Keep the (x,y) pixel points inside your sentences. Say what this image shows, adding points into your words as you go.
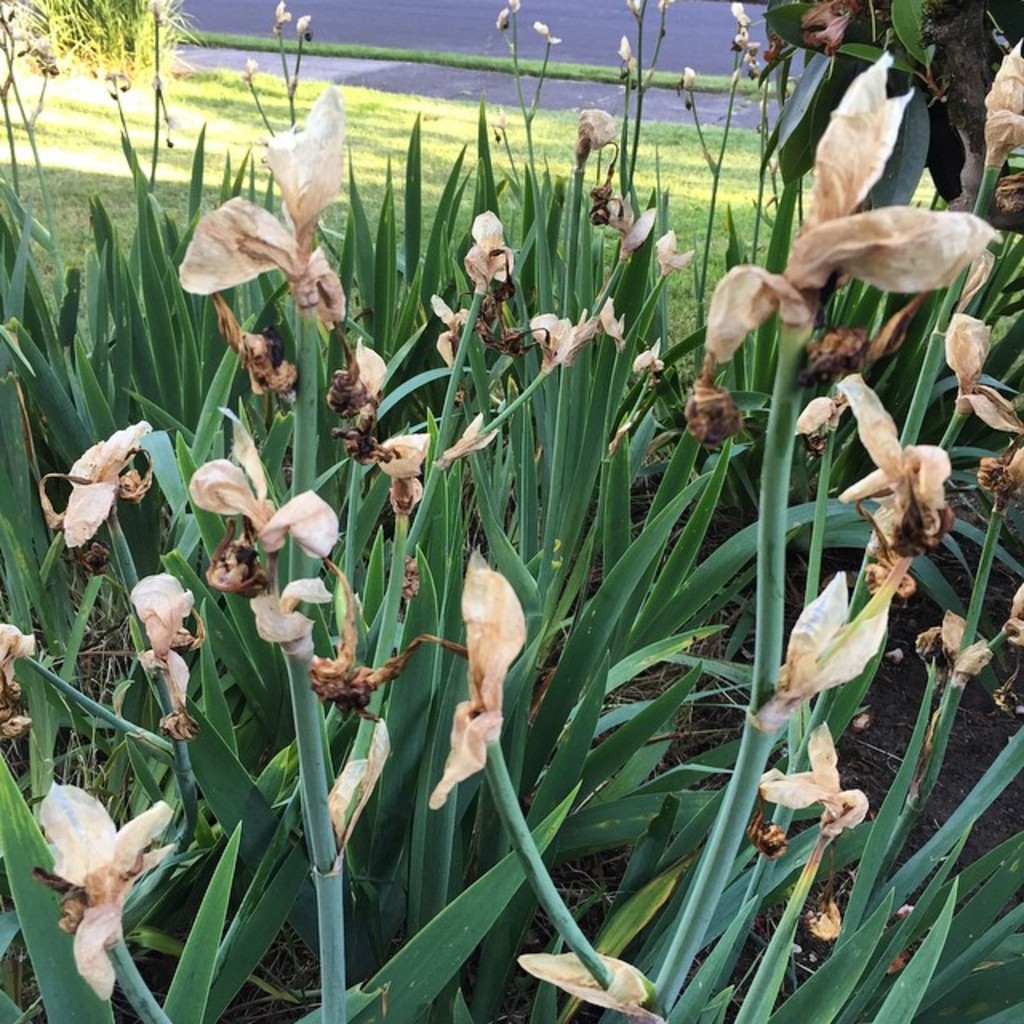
In this picture, we can see some plants (603,643), dry flowers (490,655), and the ground (382,128) with grass (421,130), and the road (664,48).
